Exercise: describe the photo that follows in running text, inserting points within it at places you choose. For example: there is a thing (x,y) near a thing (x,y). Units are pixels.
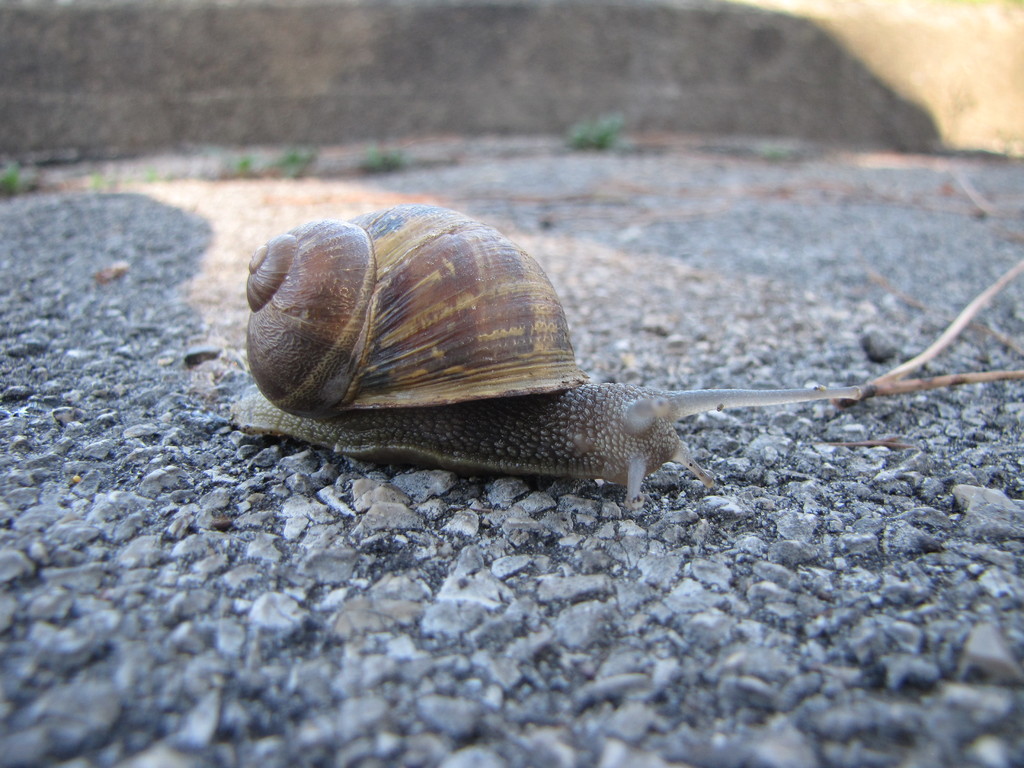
In the picture I can see a snail (371,442) on the ground (548,491). The background of the image (415,122) is blurred.
